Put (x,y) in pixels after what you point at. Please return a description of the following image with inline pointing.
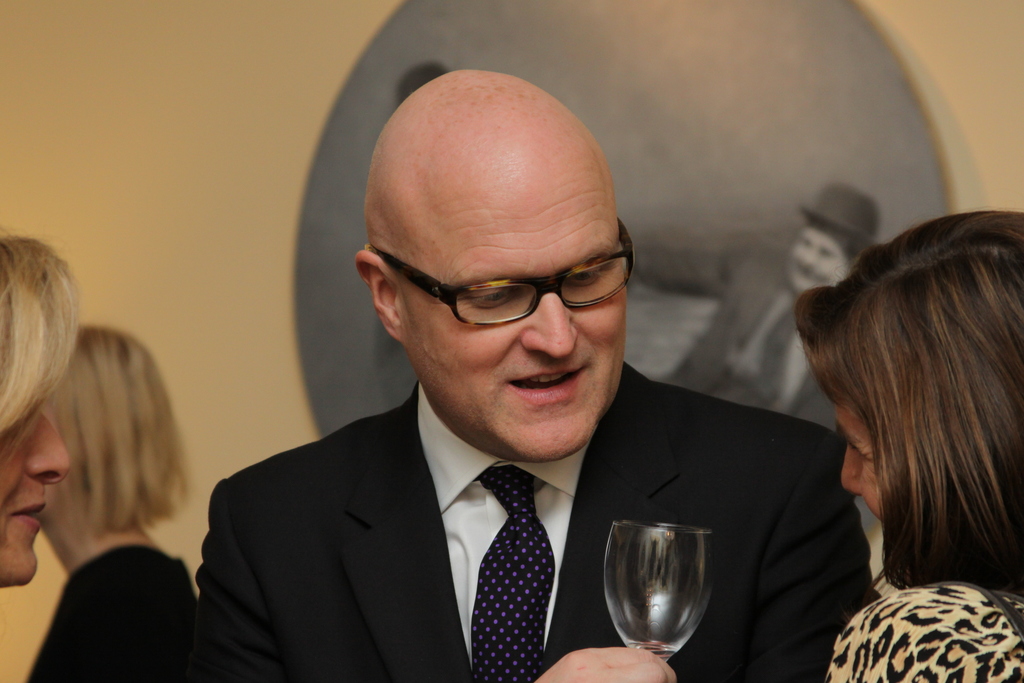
In this image we can see a four person (421,578) and the man (450,530) is holding a glass (616,578).
